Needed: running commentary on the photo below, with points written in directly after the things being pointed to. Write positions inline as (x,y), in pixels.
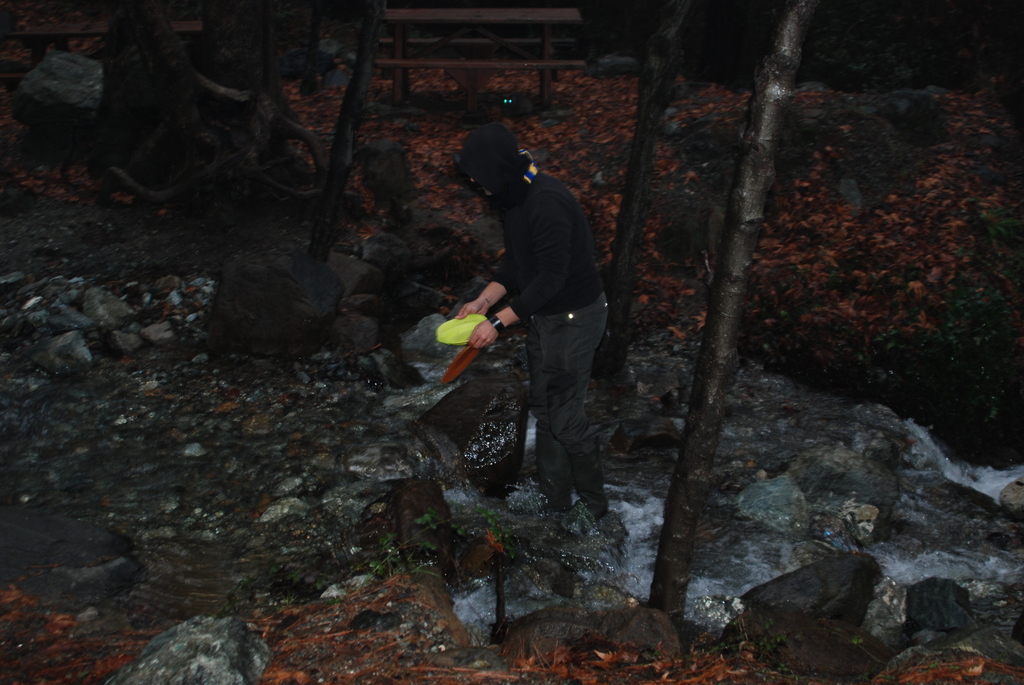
This picture few rocks (88,60) on the ground (310,109) and we see trees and water (351,534) flowing and we see a man (508,194) wore a cap (494,179) on his head (491,197) and holding a plastic bowl (471,333) in his hand (490,326).
